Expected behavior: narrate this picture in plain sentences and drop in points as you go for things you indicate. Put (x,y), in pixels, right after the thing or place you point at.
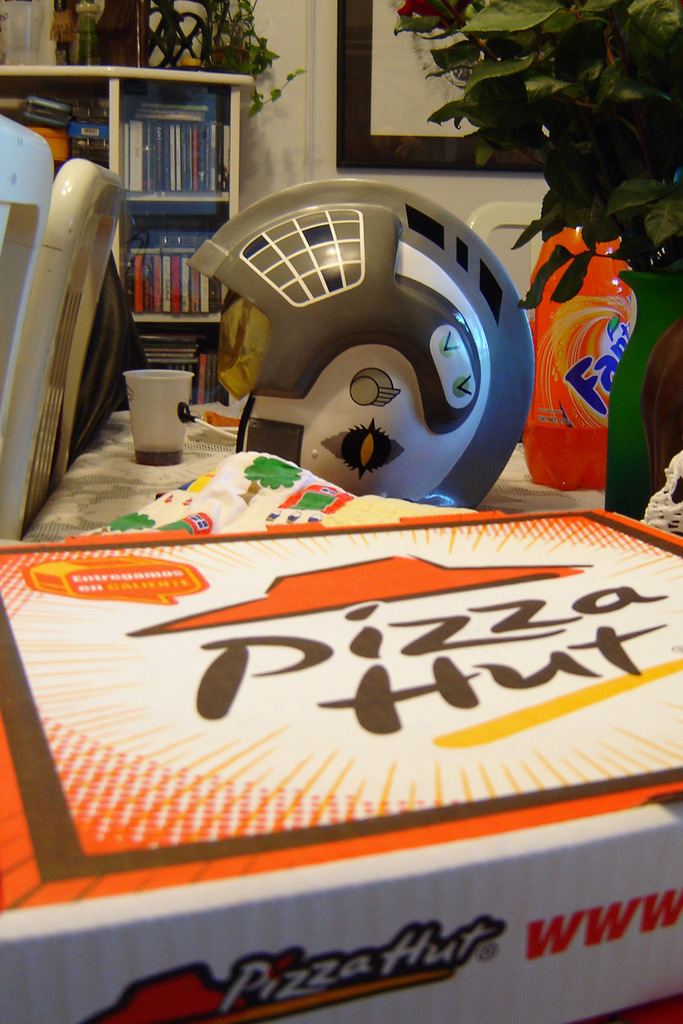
This picture is clicked inside the room (266,69). In the foreground (143,470) we can see a table (122,453) on the top of which a box (302,532), helmet (318,370), glass (161,408), bottle (562,446) of drink (569,480), flower vase (642,368) and some objects (343,500) are placed and we can see the text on the box (480,715). In the left corner (33,275) we can see the chairs (96,278). In the background (339,83) we can see a picture frame (458,147) hanging on the wall (511,193) and we can see a cabinet (185,215) containing books (157,172) and some other objects (31,17). On the right (498,212) we can see a chair like thing (530,215).
